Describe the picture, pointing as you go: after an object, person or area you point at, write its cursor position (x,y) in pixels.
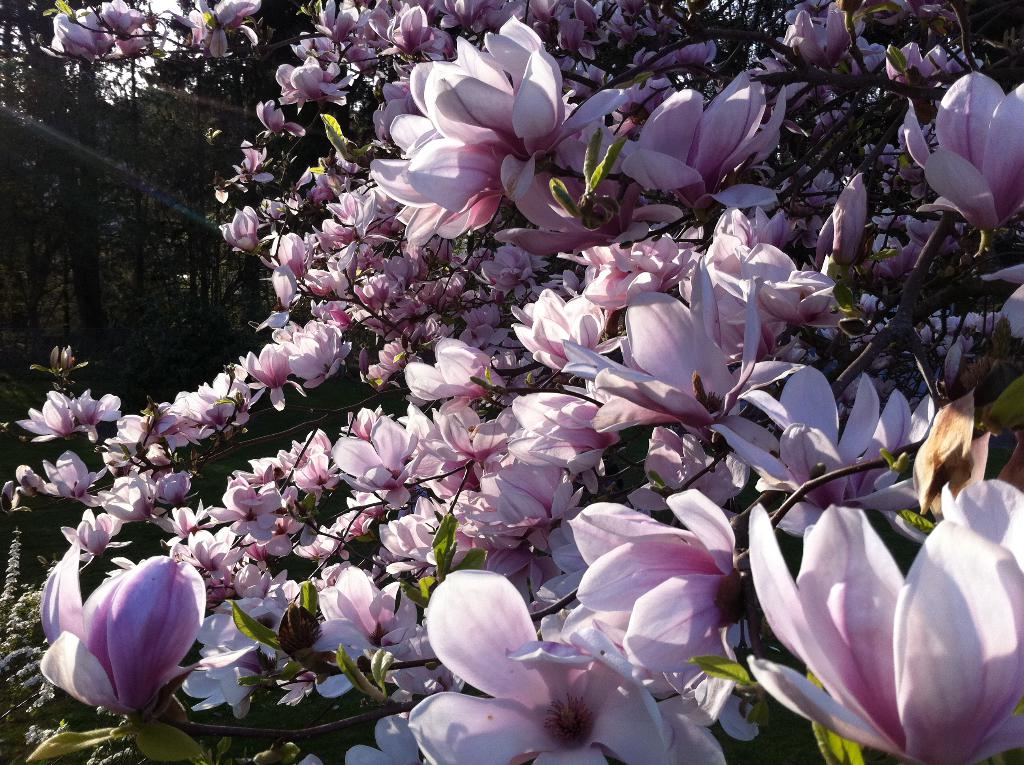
Here in this picture we can see number of flowers (528,400) present on plants (567,295) and we can also see other plants (216,336) and trees (214,267) present over there.
